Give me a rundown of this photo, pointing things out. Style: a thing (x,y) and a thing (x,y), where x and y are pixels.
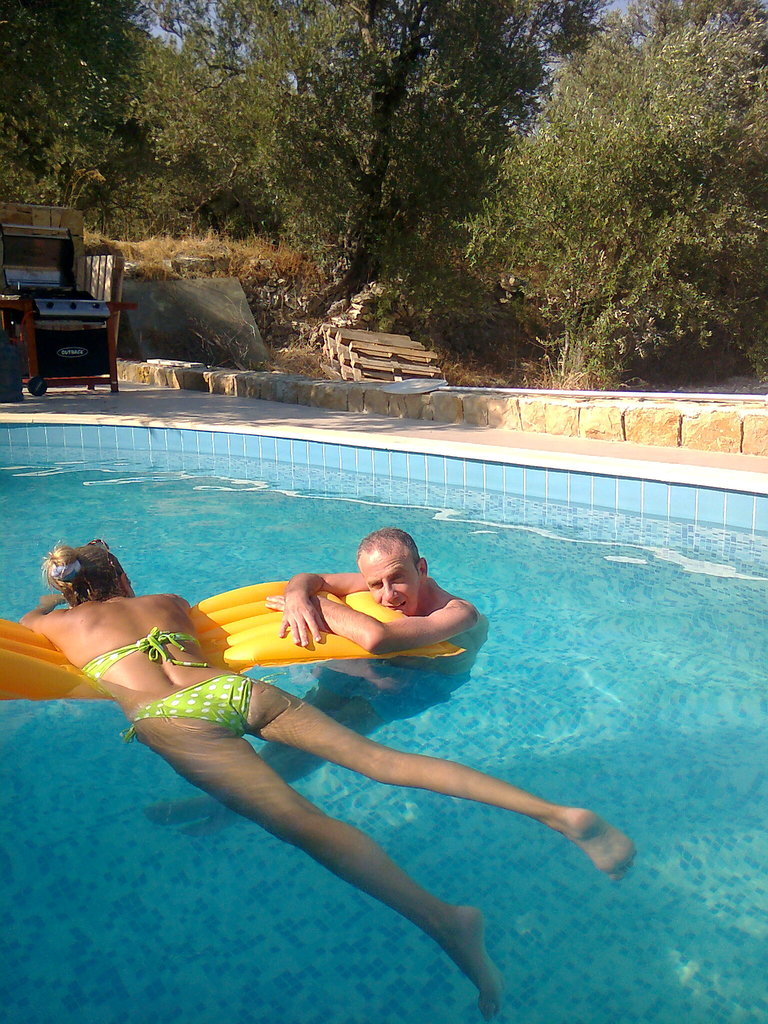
This image consists of two persons (281,805) swimming. In the front (416,799), there is a swimming pool (173,898). In the background (388,188), there are trees (432,198) and rocks (383,400) along with wooden sticks (399,353). To the left (62,371), there is an object (104,339), its looks like a stove (52,317).
